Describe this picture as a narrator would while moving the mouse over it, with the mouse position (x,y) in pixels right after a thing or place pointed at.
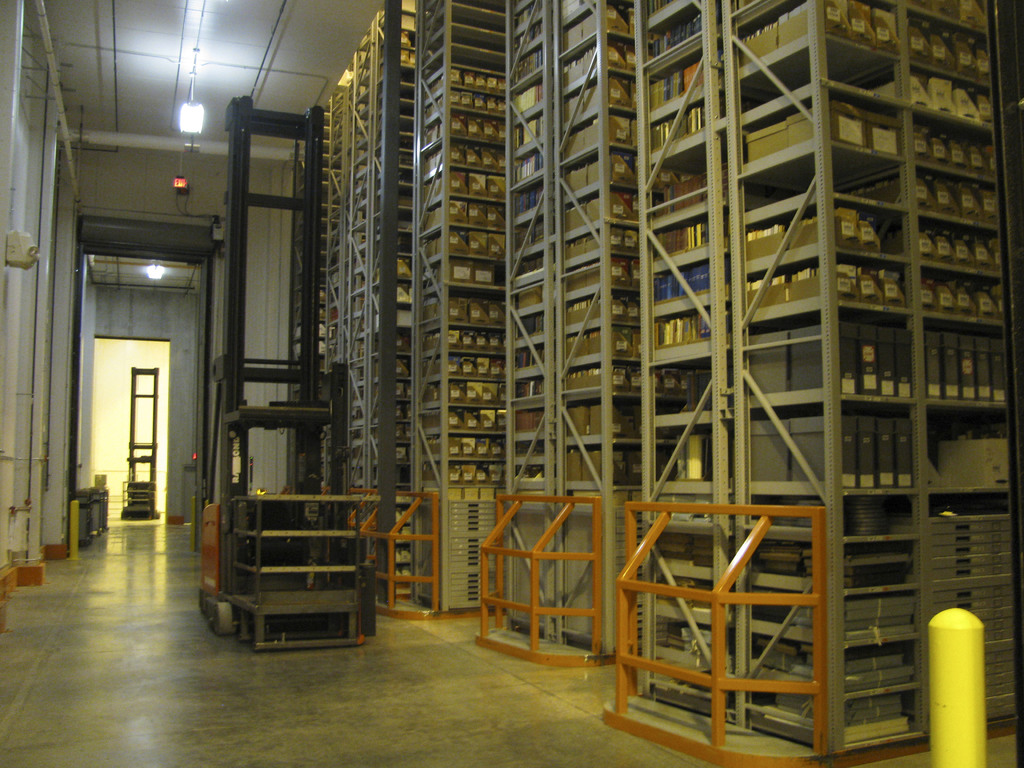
This is an inside view of a room (294,749). On the right side (878,291), I can see many racks (812,411) which are filled with some objects (405,311). On the left side (44,261) there is a wall (38,217) and two doors (98,426). On the top of the image (183,107) there is a light (191,122).
